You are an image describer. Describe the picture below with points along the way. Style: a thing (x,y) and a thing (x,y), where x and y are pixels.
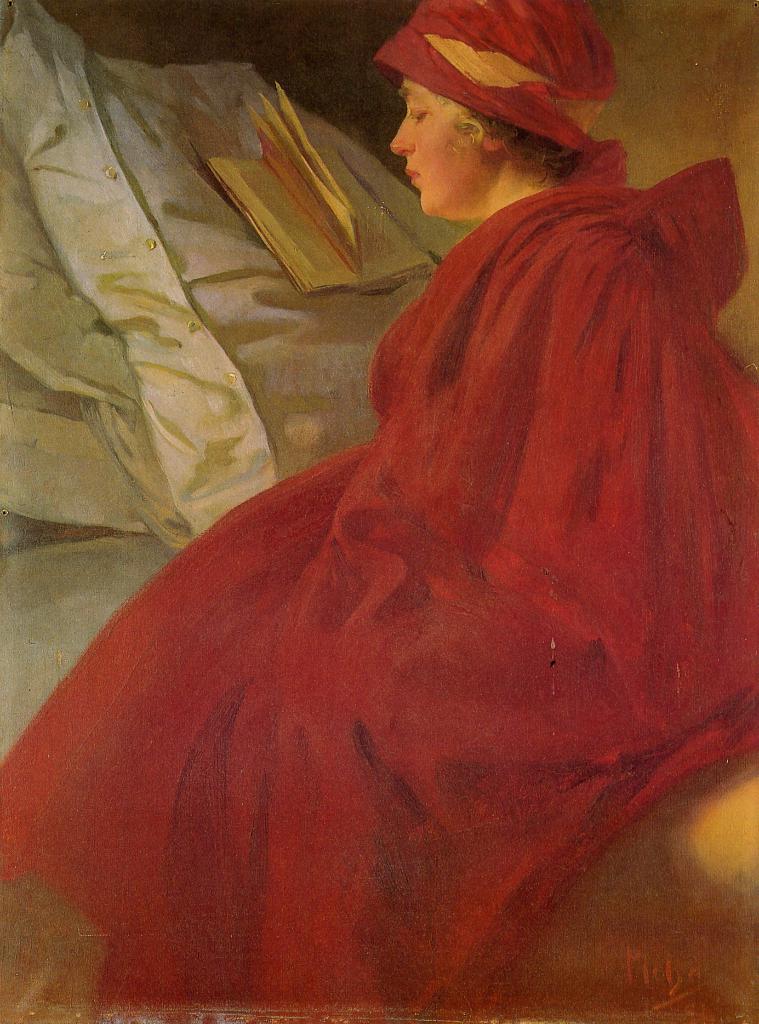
In this picture we can observe a woman (577,498) sitting on the bed (155,527), wearing red color dress (566,480). There is a book (263,137) placed on the bed (101,171). In the background (666,135) there is a wall (651,100).
